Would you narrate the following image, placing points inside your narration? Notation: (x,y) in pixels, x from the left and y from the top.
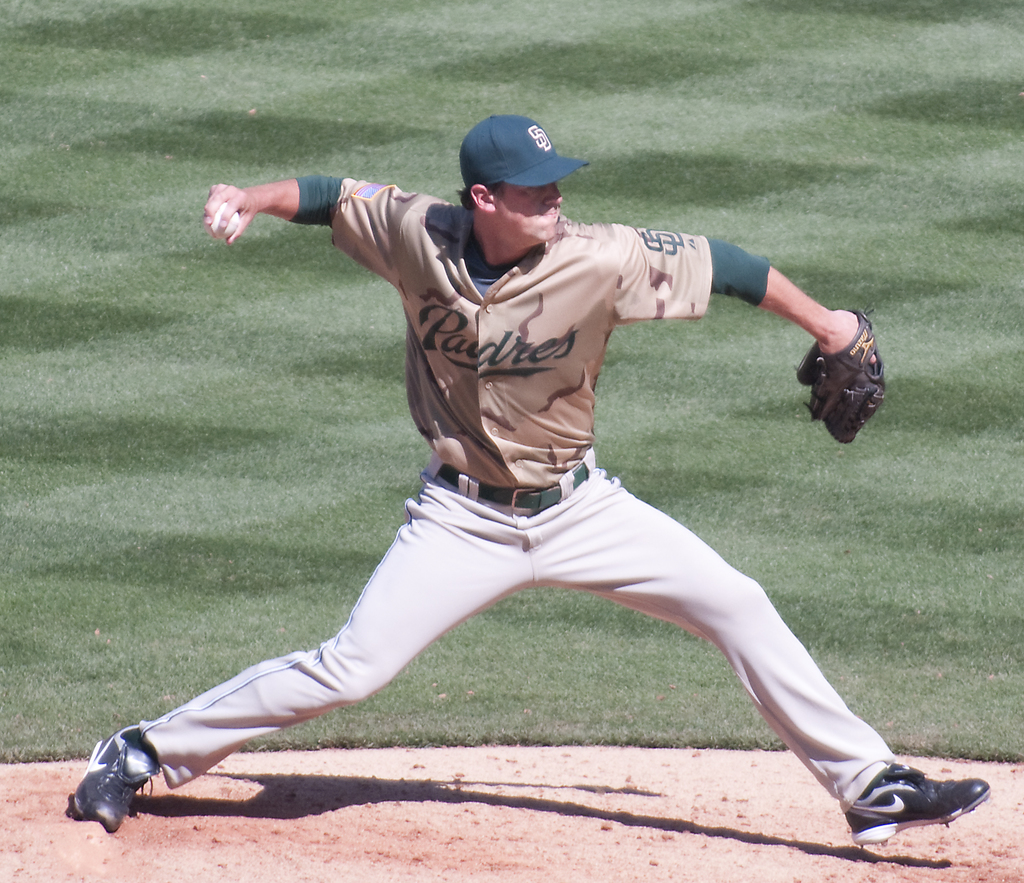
In this image, we can see a person (812,730) is wearing gloves (863,380) and cap (499,149). He is trying to throw a ball (235,227). He is on the ground (500,758). Background (181,198) we can see the grass (19,449).
